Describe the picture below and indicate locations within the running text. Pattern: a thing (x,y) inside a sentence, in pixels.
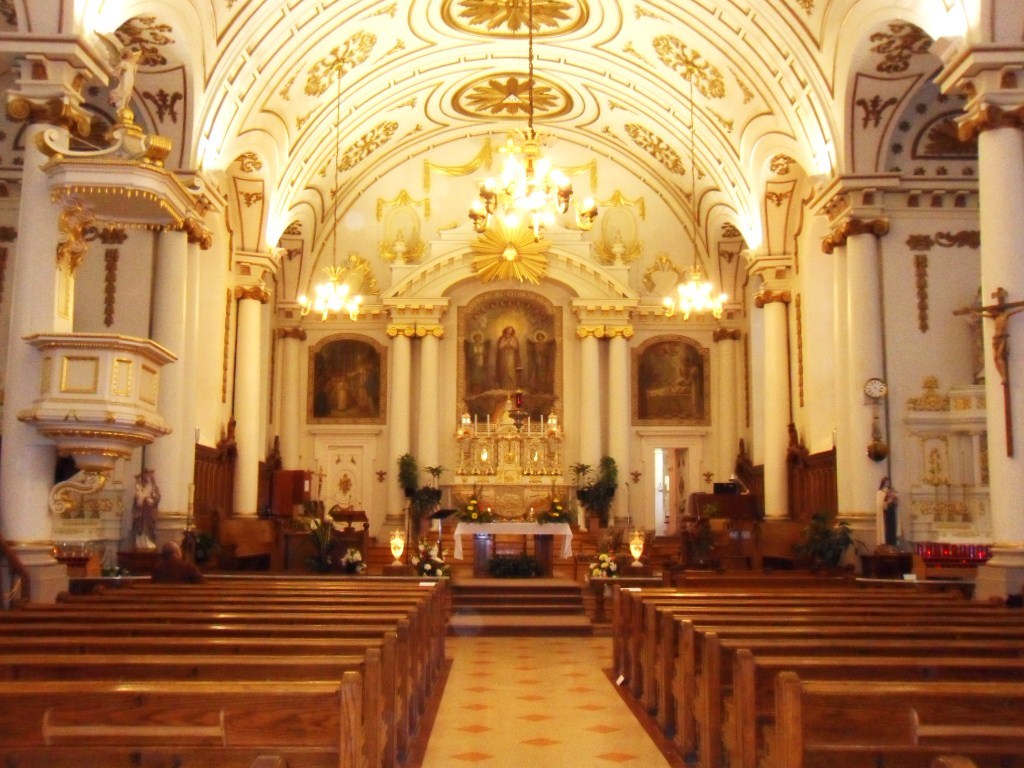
On the left side (169,546), there is a person (186,562) sitting on the one of the benches (353,751) which are arranged on the floor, there are designs (107,435) on the pillars (28,97) and on the wall (135,309). On the right side (978,692), there are benches (813,625) arranged on the floor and there are a sculpture (1007,394) and designs (929,142) on the walls (903,497) and pillars (988,230). In the background (524,310), there are photo frames (509,334), a table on which there are some objects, there are plants (613,565) and other objects (284,509) arranged on a stage (735,543) and there are lights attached to the roof (346,179).
